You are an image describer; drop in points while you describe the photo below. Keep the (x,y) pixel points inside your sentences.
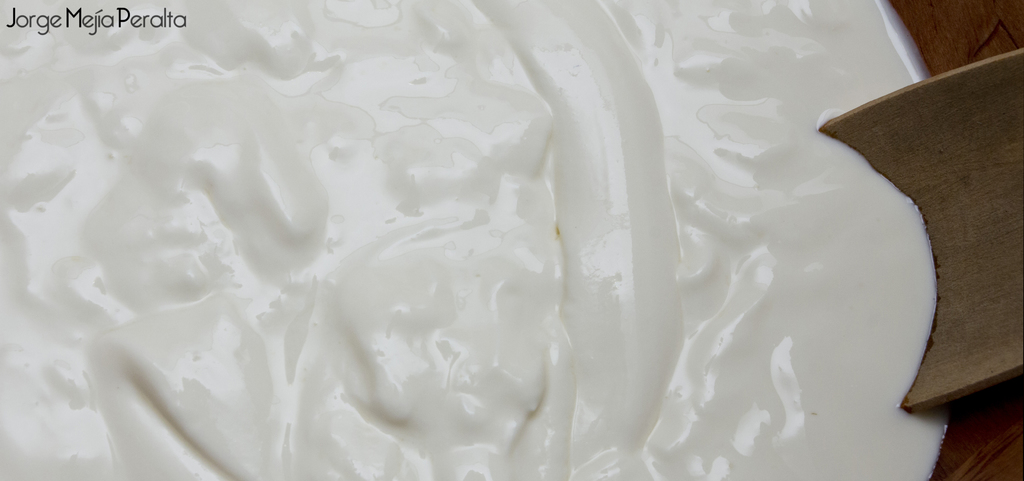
In this picture I can see the white color thing (688,113) in front (799,237) and on the right side of this image (939,145) I see the brown color things (974,165) and on the left top of this image (107,23) I see the watermark (101,20).
